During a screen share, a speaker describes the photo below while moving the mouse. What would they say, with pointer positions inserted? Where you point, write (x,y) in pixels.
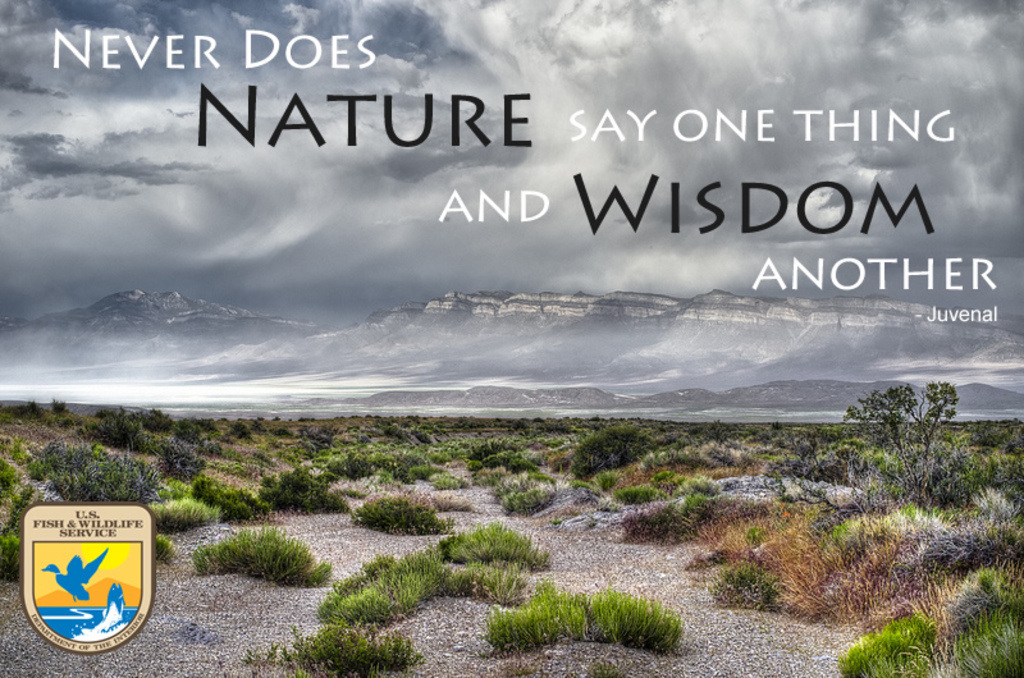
Sky (501,85) is cloudy. Something written on this picture. Here we can see plants (739,575). Far there are mountains (467,307). Left side (97,564) corner of the image there is a logo (96,541).
